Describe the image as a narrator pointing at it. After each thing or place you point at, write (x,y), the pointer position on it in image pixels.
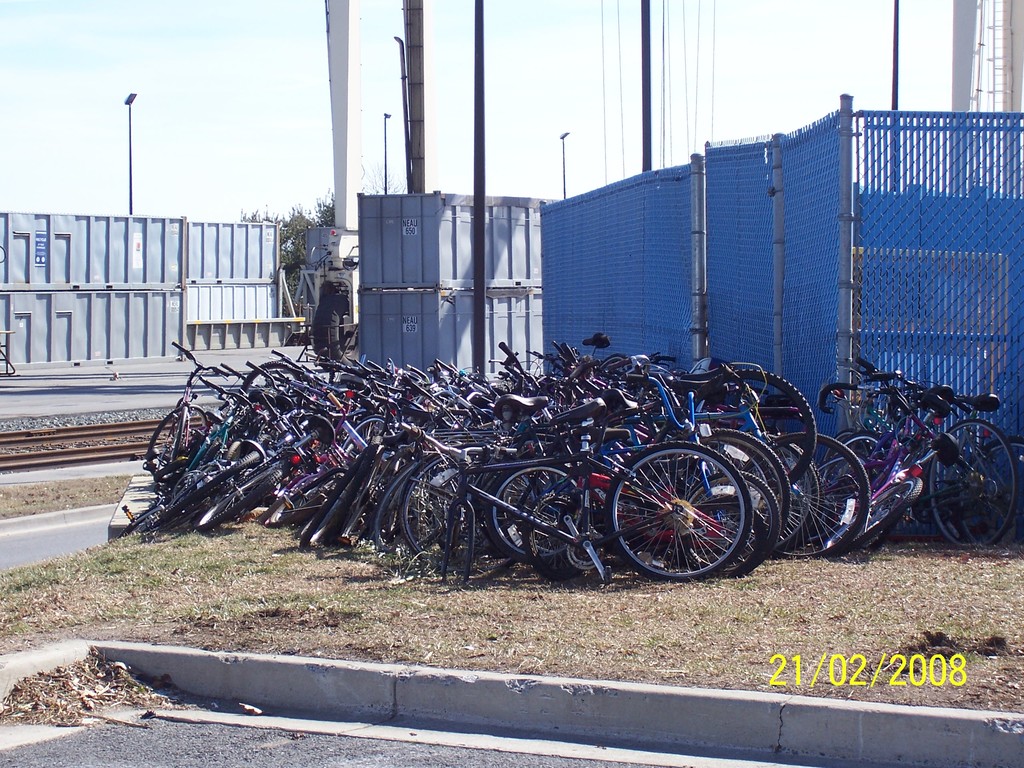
This is an outside view. Here I can see many bicycles (420,472) on the ground (634,600). On the right side (931,319) there is a fencing (632,289). On the left side (44,751) there is a road (47,541), railway tracks (43,463) and also there is a metal surface (118,310). In the background (347,146), I can see few poles (426,146). At the top (151,52), I can see the sky (157,47).
